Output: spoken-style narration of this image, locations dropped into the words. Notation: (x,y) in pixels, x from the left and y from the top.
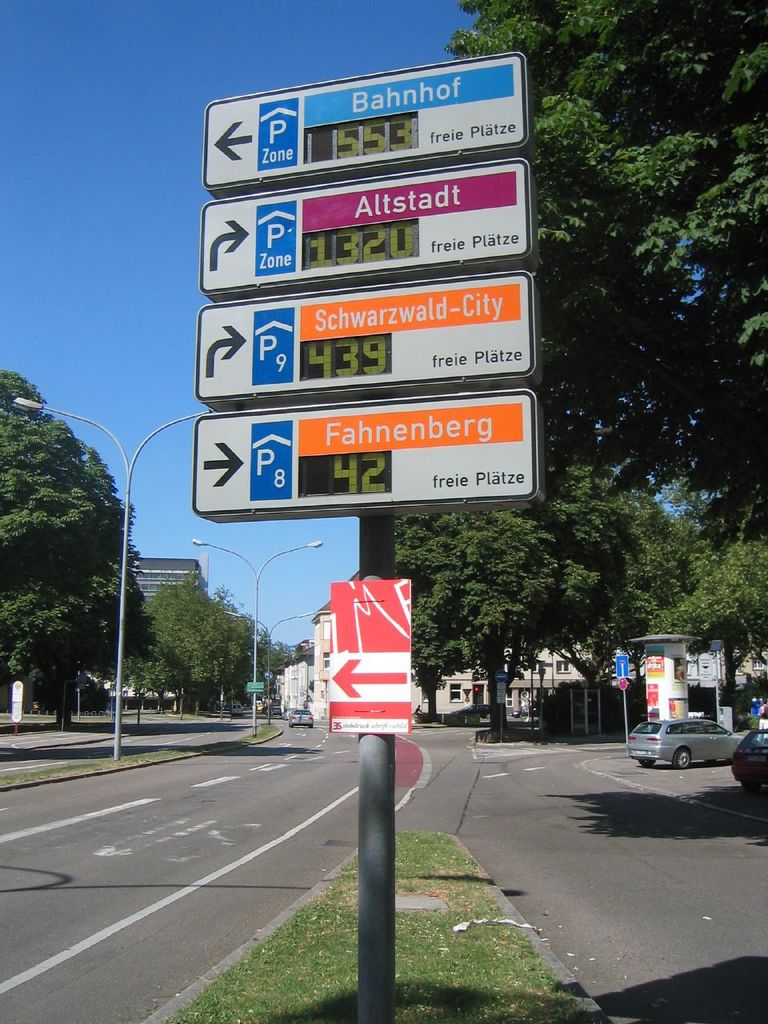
In this image I can see a pole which has boards (296,370) attached to it. In the background (243,700) I can see a building (314,701), trees (207,684), vehicles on roads (475,743), street lights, the sky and the grass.
